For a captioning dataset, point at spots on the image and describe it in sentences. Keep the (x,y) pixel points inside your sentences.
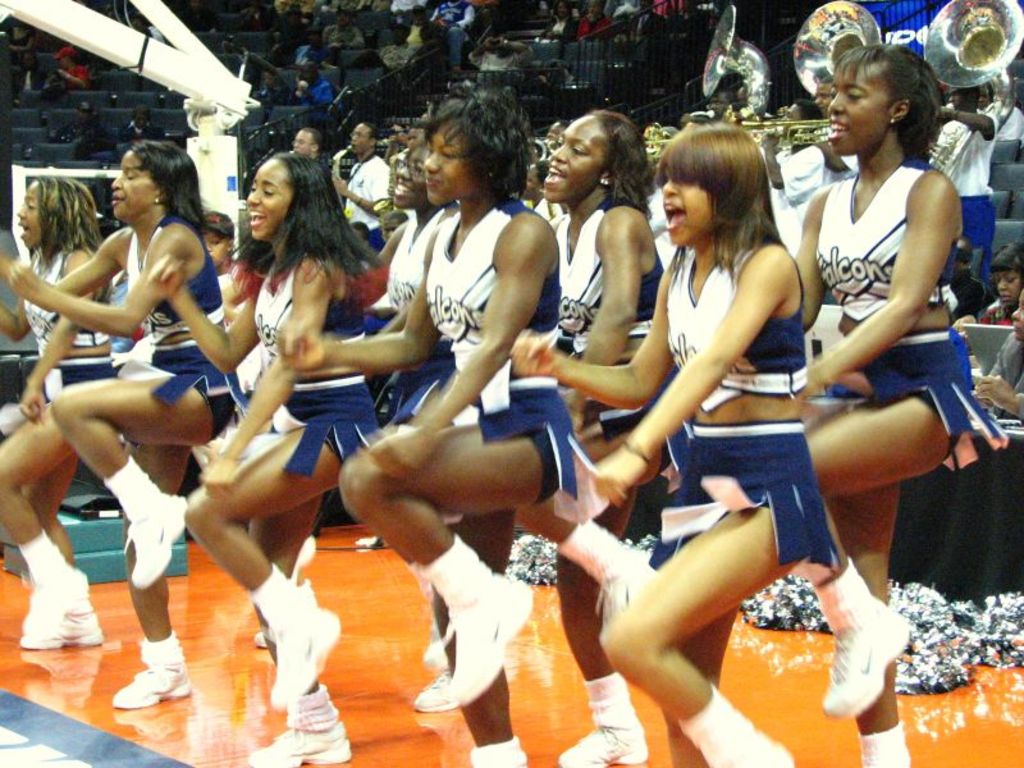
In this picture we can see the group of persons (583,378) were dancing. On the right (988,203) we can see another group of persons (968,208) were playing musical instruments (950,42). On the left (87,43) we can see a basketball court (201,118). In the background (349,47) we can see the audience (407,61) were sitting on the chair (324,70).
